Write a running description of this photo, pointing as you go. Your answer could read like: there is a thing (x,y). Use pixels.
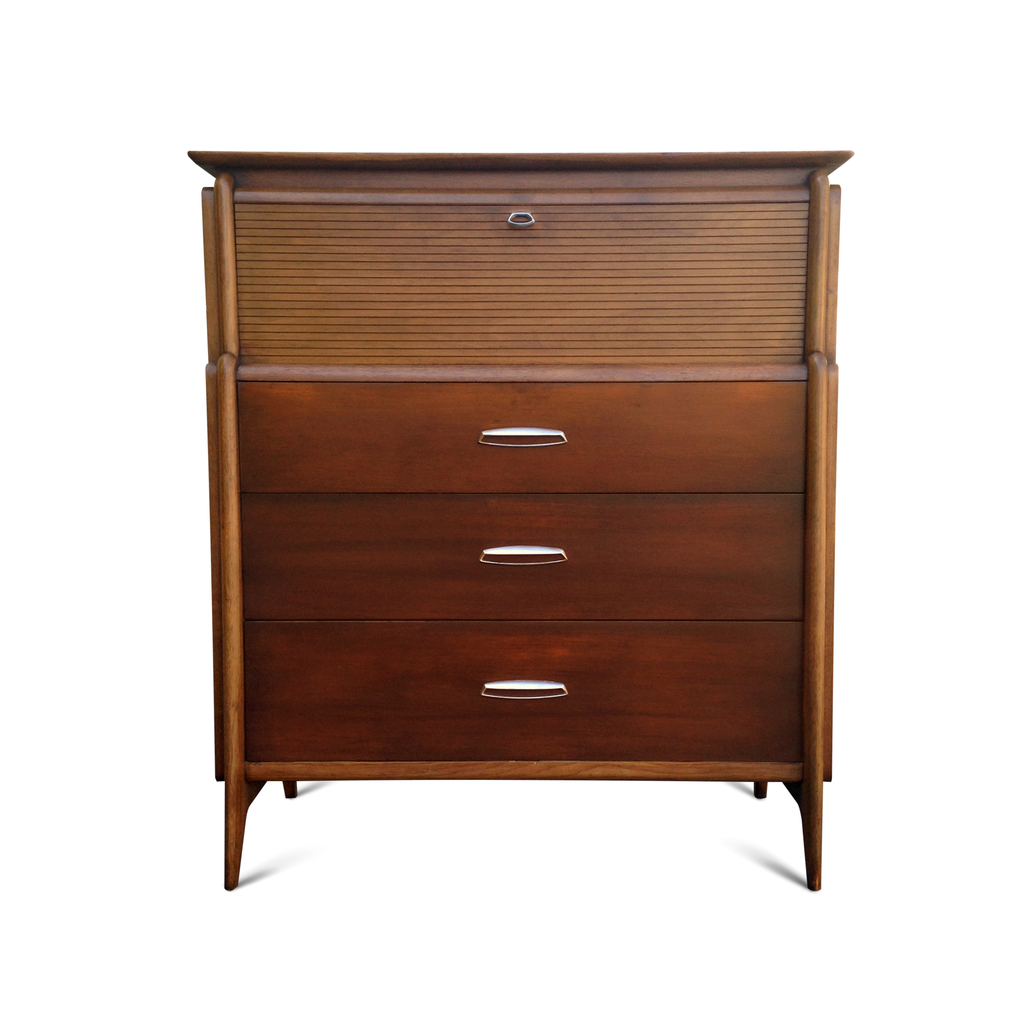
In this picture we can see cupboard (598,267) with racks (519,589) and handles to it.
